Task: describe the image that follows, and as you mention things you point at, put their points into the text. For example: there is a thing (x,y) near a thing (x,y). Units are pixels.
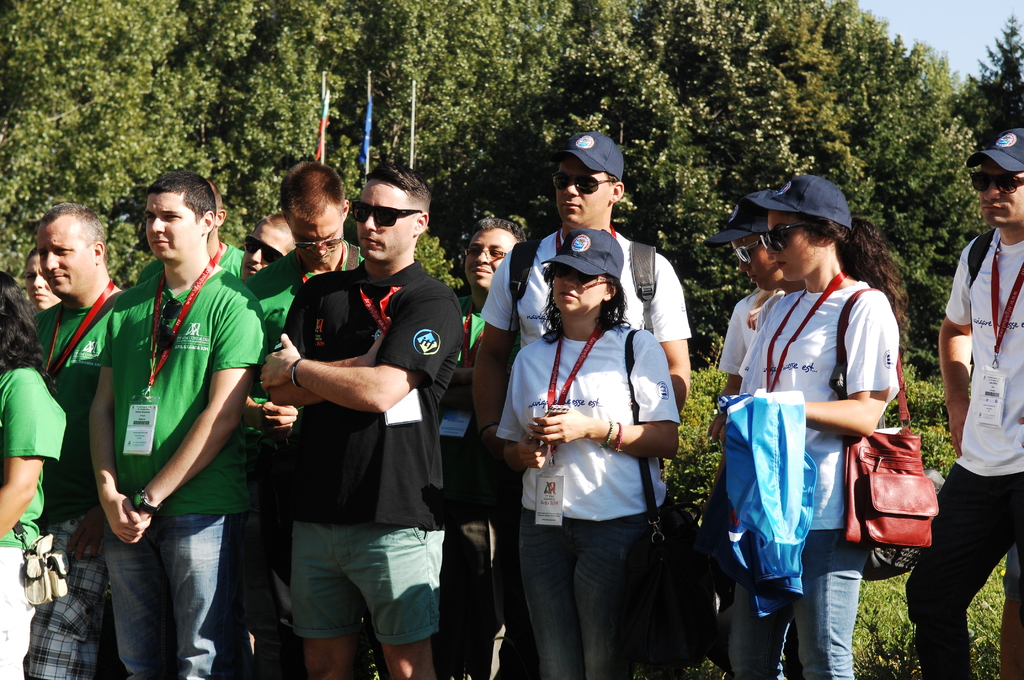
In this picture there are group of people (205,322) those who are standing in the center of the image (446,237) and there are trees (617,74) in the background area of the image (690,78).
